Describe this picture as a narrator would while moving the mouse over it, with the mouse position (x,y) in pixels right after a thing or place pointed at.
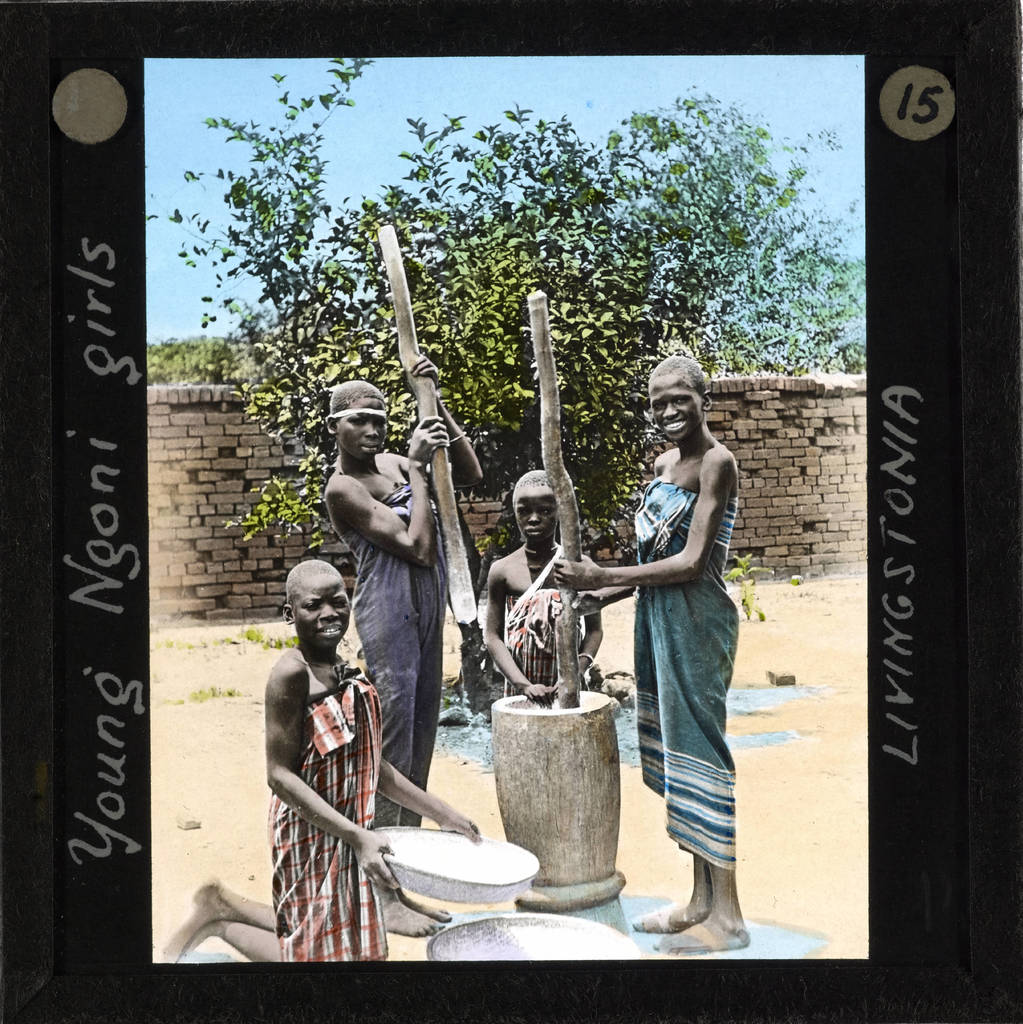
In the foreground of this image (160,883), there is a frame (868,615) and in the frame (881,616), there are four persons (527,614), three are standing and one woman (345,897) is kneeling down on the ground (773,944). On the bottom (519,935), there are two tubs (478,861). In the middle (445,498), there is a wooden object (537,726), two wooden poles (445,545) holding by women (647,564). In the background (586,267), there is a tree (610,277), wall (792,406) and the sky (389,120).
